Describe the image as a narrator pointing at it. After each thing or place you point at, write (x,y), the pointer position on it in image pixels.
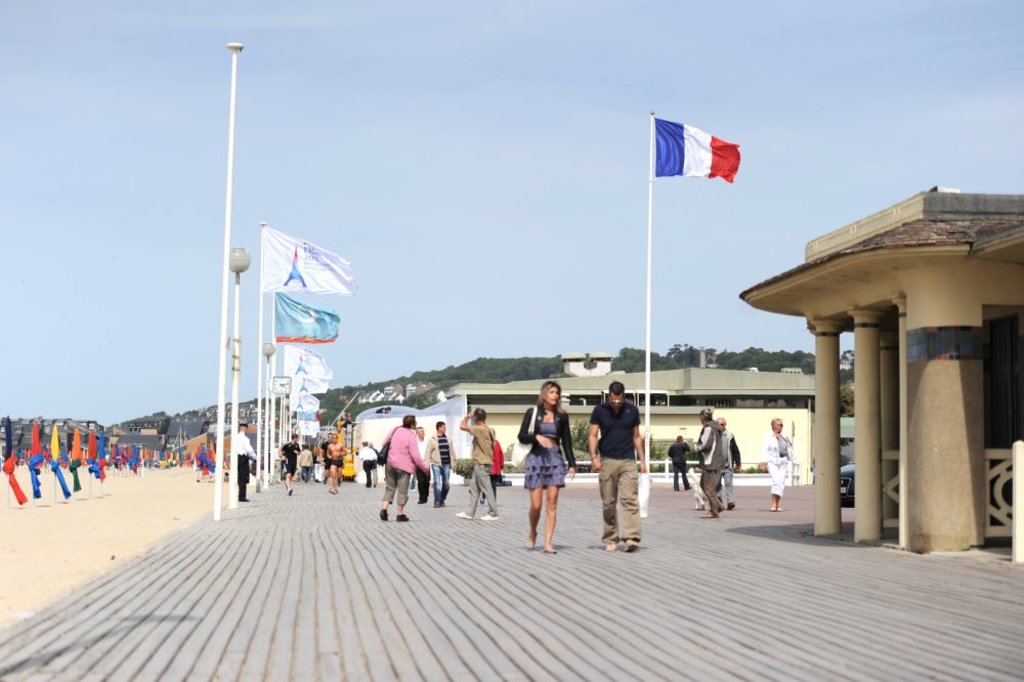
In the image we can see there are people (535,456) standing on the footpath (521,539) and there are flags (316,332) tied to the pole (262,285). Beside there are buildings (699,393) and there is sand (28,542) on the other side.
